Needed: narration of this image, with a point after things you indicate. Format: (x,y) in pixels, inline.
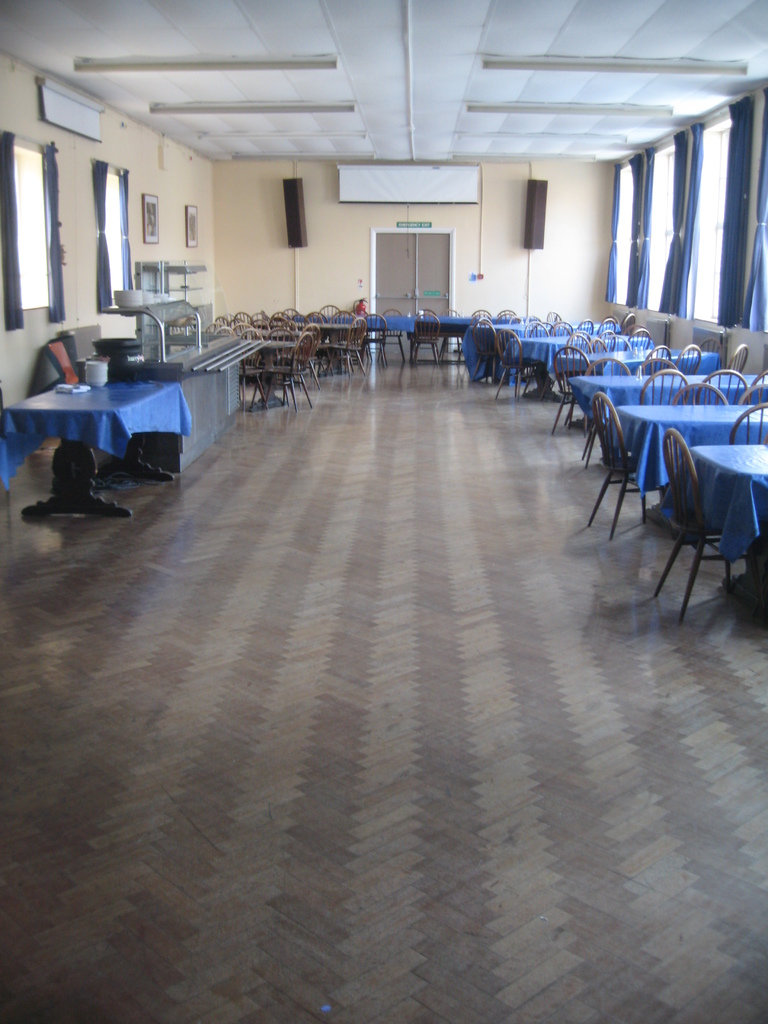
In this room (388,347) we can see chairs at the tables (727,420) on the floor (428,440) and we can see tables (69,413) and some items (130,365) on it and there are some objects (183,271) on the floor (65,568). We can also see wall (324,209), windows (24,292), curtains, two speakers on the wall (458,261) and lights (342,105) on the roof top (346,122).
